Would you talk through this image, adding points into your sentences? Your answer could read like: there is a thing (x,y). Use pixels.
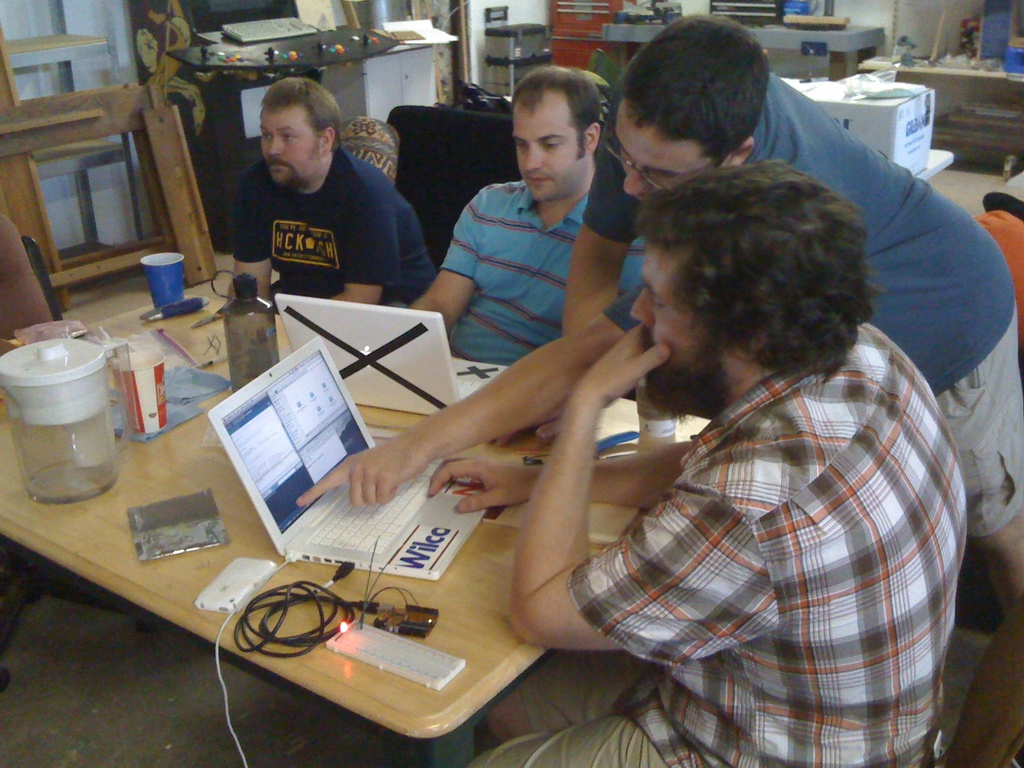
In the image we can see four persons (754,315) were around the table (10,505). On table (123,543) there is a laptop (358,516), phone (206,601), wire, mug (71,422), glass (160,388), water bottle (244,359), pen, paper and connector (412,628). In the background (422,92) there is a wall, books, table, box (874,125), curtain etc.
